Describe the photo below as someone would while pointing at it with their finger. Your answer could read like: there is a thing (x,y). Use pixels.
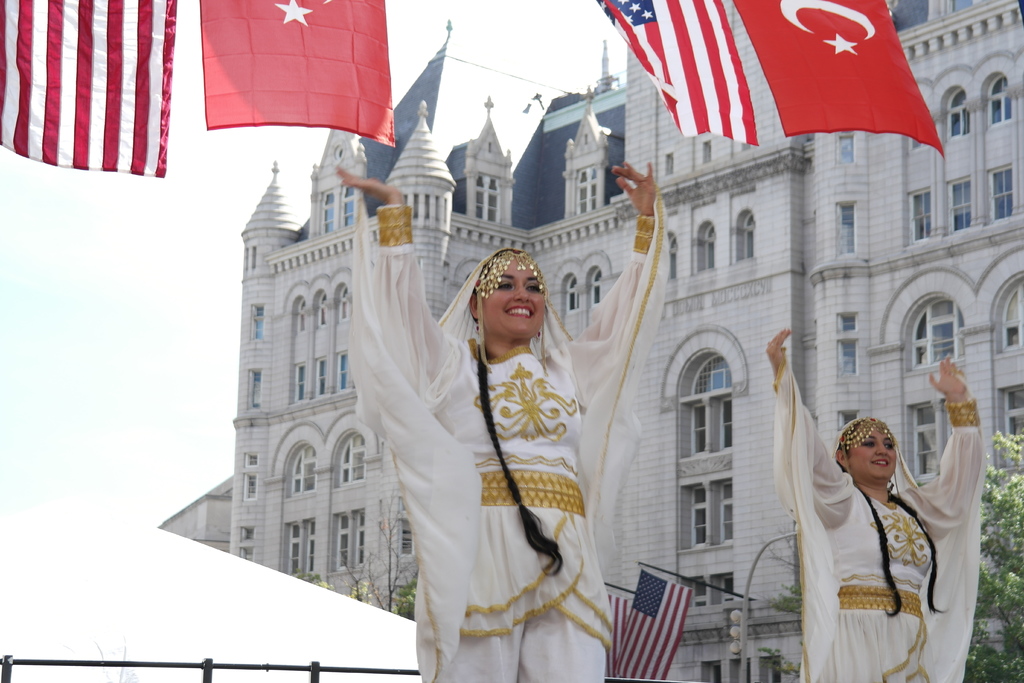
In the picture, there are two women (842,607) dancing by wearing white dress (555,585), above the women (454,451) there are four flags (211,98) of two countries and behind the flag (792,100) there is a big building (460,262).
